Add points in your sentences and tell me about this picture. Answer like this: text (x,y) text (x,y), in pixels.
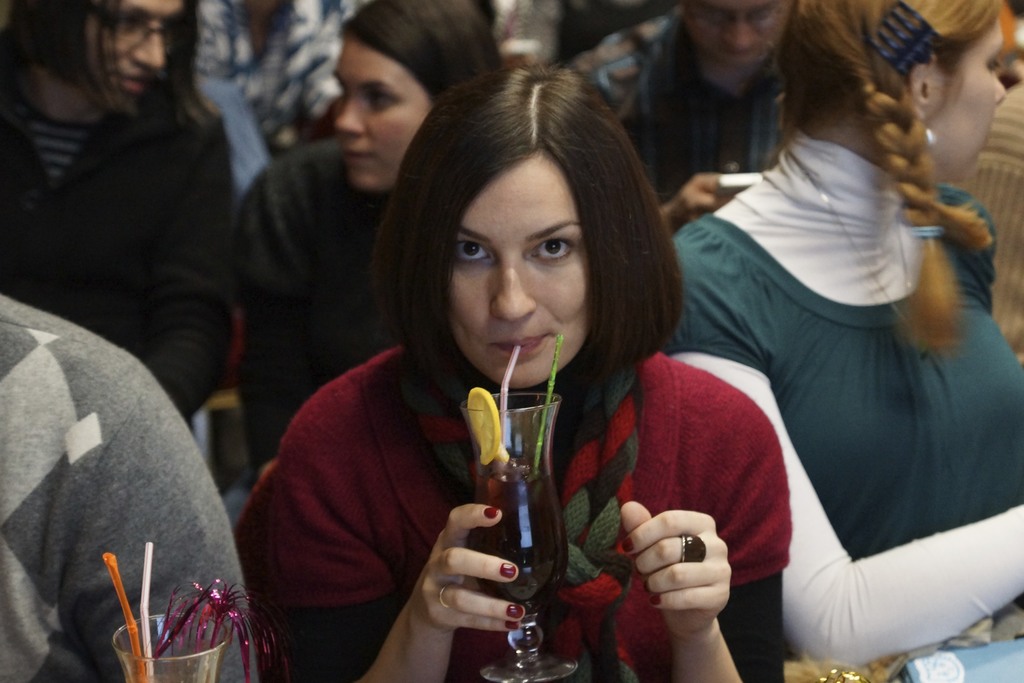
In this picture we can observe a woman (393,485) wearing red color dress (383,526) and holding a glass (495,540) in her hand (457,617). There are some people (204,219) behind her. Most of them are women (380,170).
